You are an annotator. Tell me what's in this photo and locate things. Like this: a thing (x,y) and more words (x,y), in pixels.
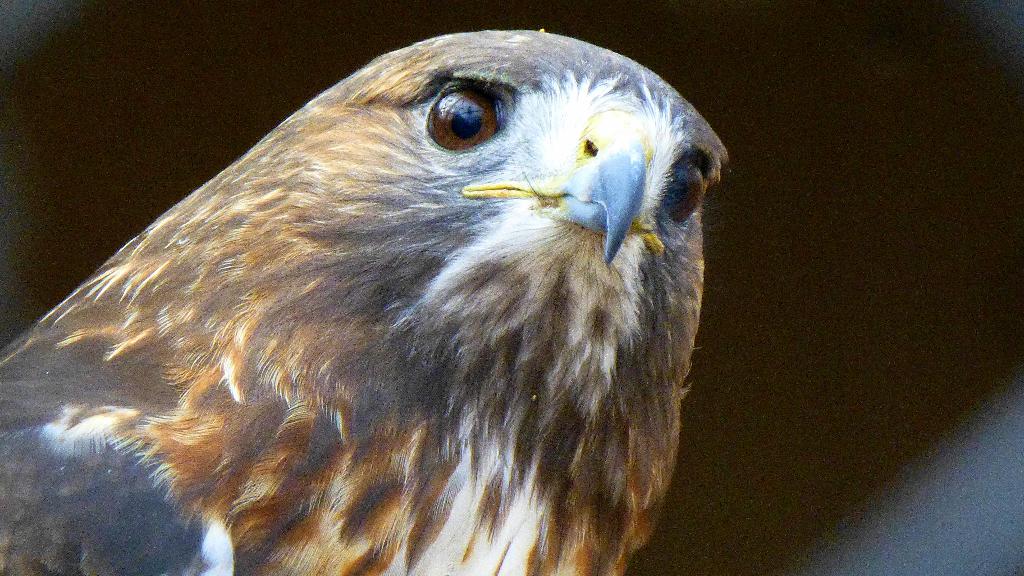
In the center of the image (369,343) we can see one bird (365,420), which is in ash, brown and white color.
